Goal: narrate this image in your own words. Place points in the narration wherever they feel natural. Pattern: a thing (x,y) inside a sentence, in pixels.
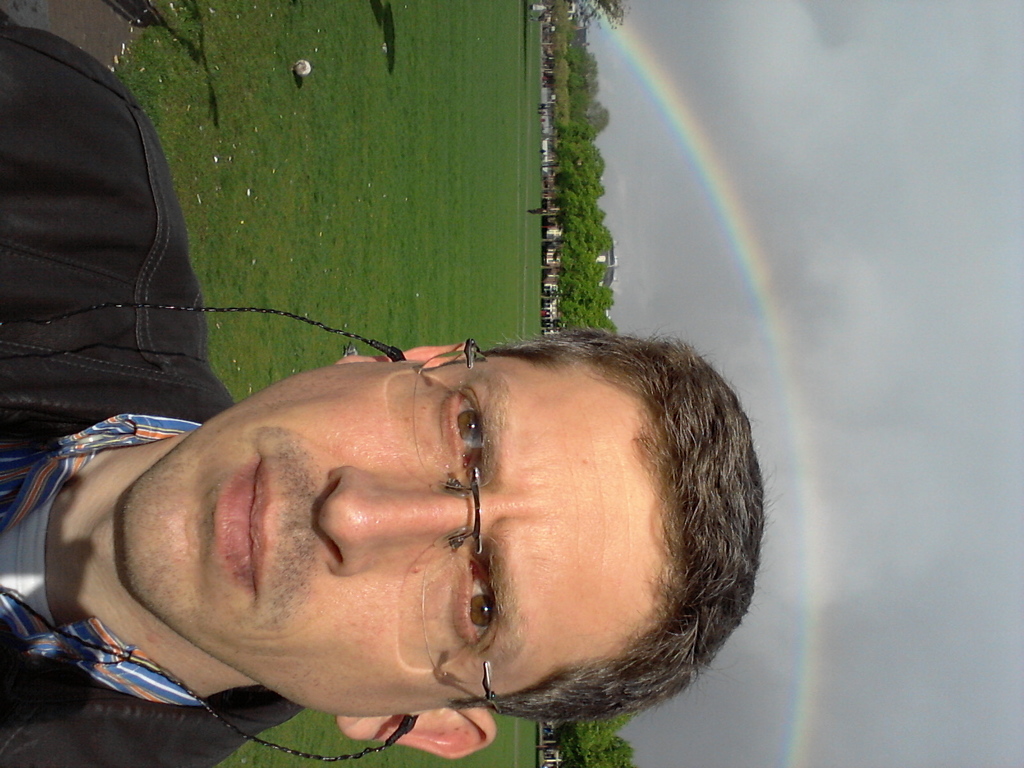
This image is in right direction. On the left side (104,572) there is a man (197,562) looking at the picture. On the ground (288,340), I can see the grass (435,248). In the background (595,196) there are many houses (549,259) and trees (580,214). On the right side (937,438) there is a rainbow (751,237) in the sky (924,351).
